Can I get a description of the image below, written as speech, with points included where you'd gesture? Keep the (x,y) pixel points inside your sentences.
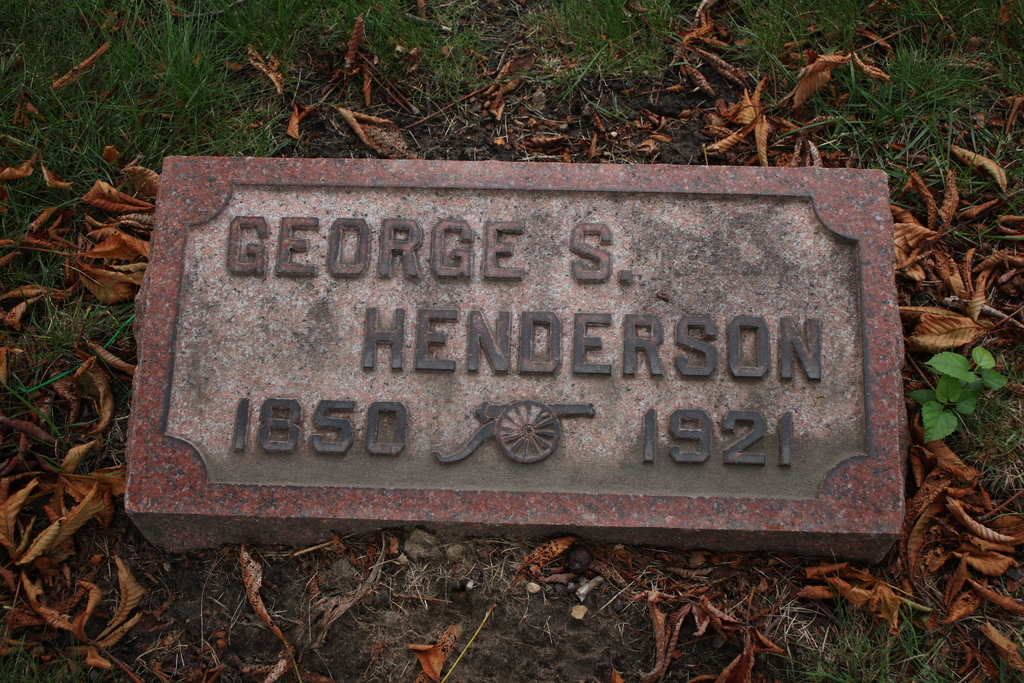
In the center of the picture (370,438) there is a gravestone (264,190). In this picture there are dry leaves (968,605), soil (465,612) and a plant (946,424).
